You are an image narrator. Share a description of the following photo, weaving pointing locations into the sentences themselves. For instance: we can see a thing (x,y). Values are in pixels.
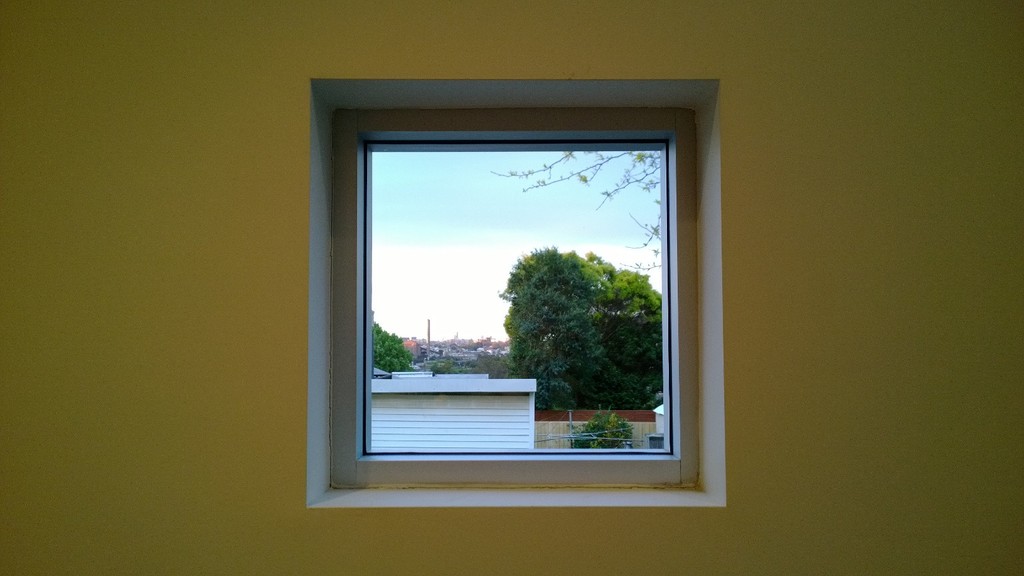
In this image there is a window (334,347) to the wall (260,296), and in the background (453,362) there are buildings (452,349), trees (543,335), sky (425,226).
